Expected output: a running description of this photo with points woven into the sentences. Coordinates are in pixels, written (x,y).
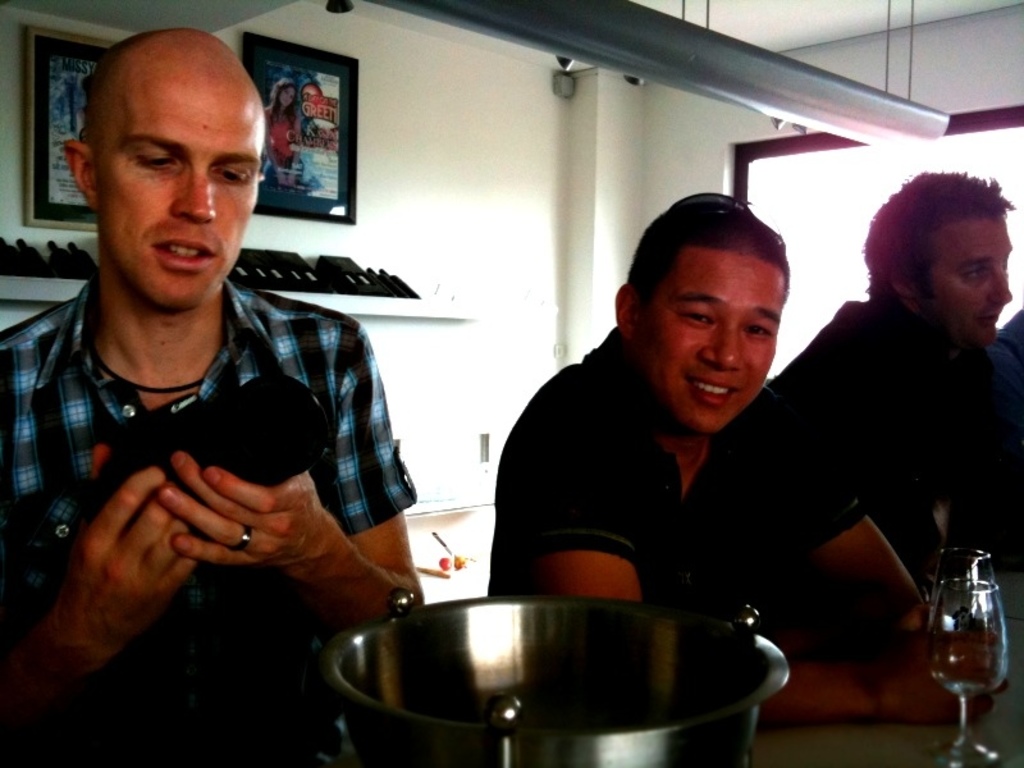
In this picture I can see there are three people (652,494) standing here and the person (322,394) on to left (225,413) is holding a black color object (219,442) and is looking at it and the person (625,457) here is smiling and the person (916,326) standing here at the right (944,275) is looking at right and there is a utensil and a wine glass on the table (988,729) and there are few bottles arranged in the backdrop shelf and there is a window (751,153) on to right (811,185).
